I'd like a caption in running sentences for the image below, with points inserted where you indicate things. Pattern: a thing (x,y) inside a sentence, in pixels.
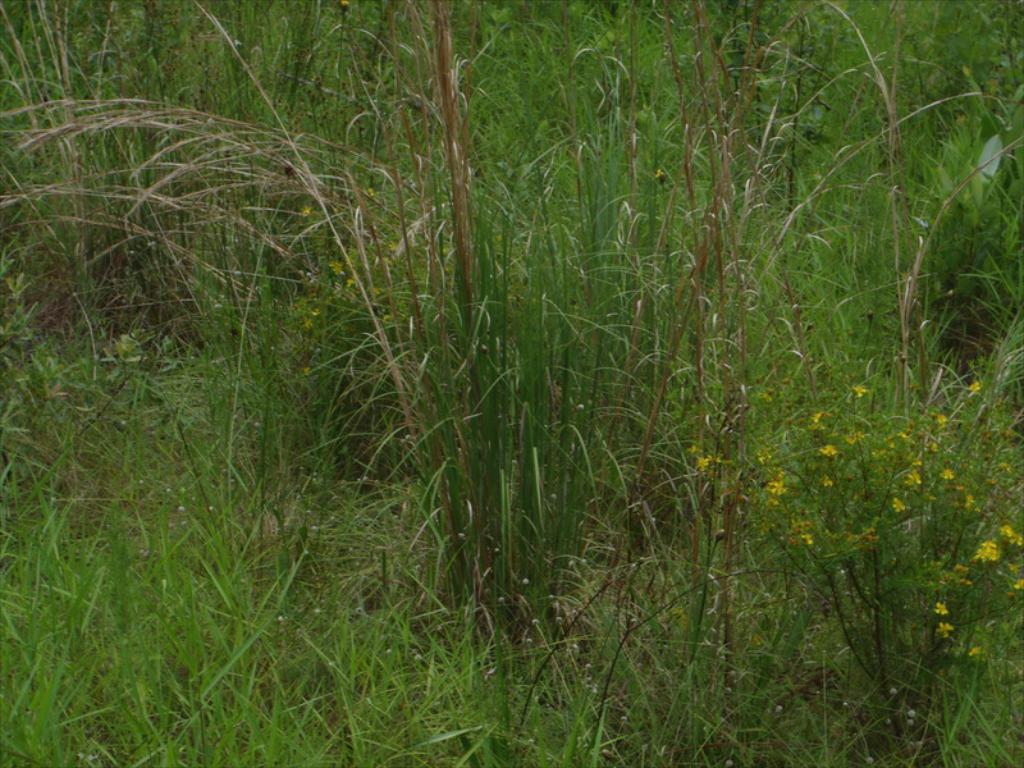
In this picture we can see yellow flowers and in the background (587,368) we can see grass (441,427).
